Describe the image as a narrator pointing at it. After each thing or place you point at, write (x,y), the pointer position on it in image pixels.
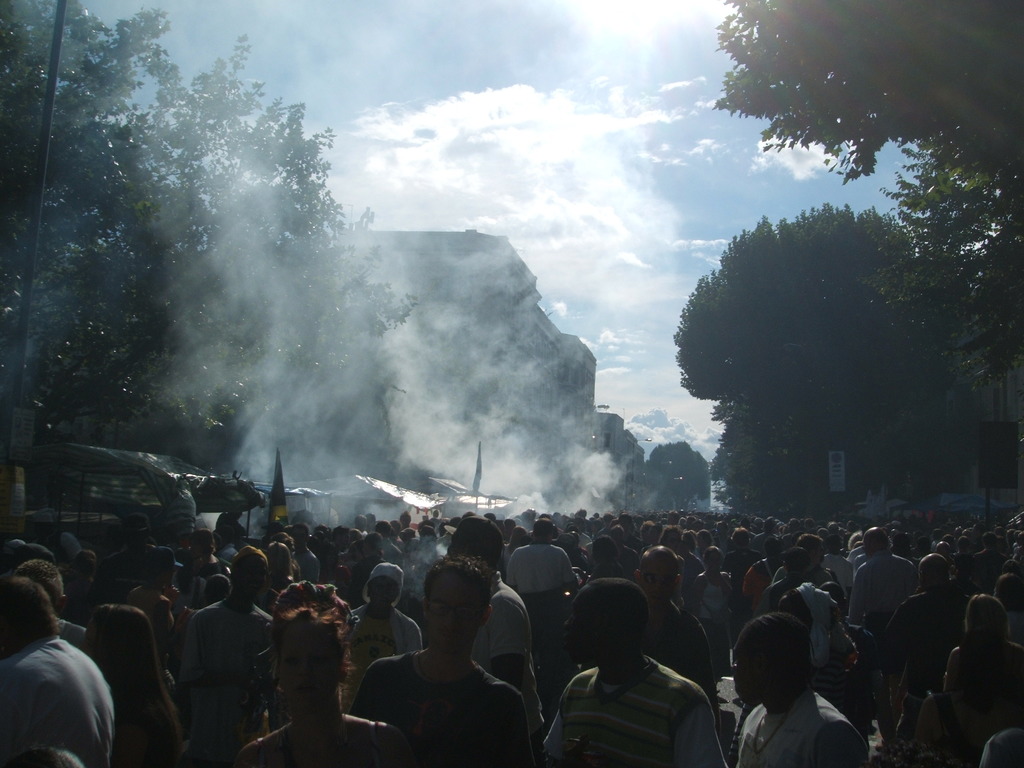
In this image, there are many people (504,558), buildings (462,325), trees (815,275), flags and sheds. We can also see a pole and a board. We can see the sky (646,297) with clouds (646,278).
